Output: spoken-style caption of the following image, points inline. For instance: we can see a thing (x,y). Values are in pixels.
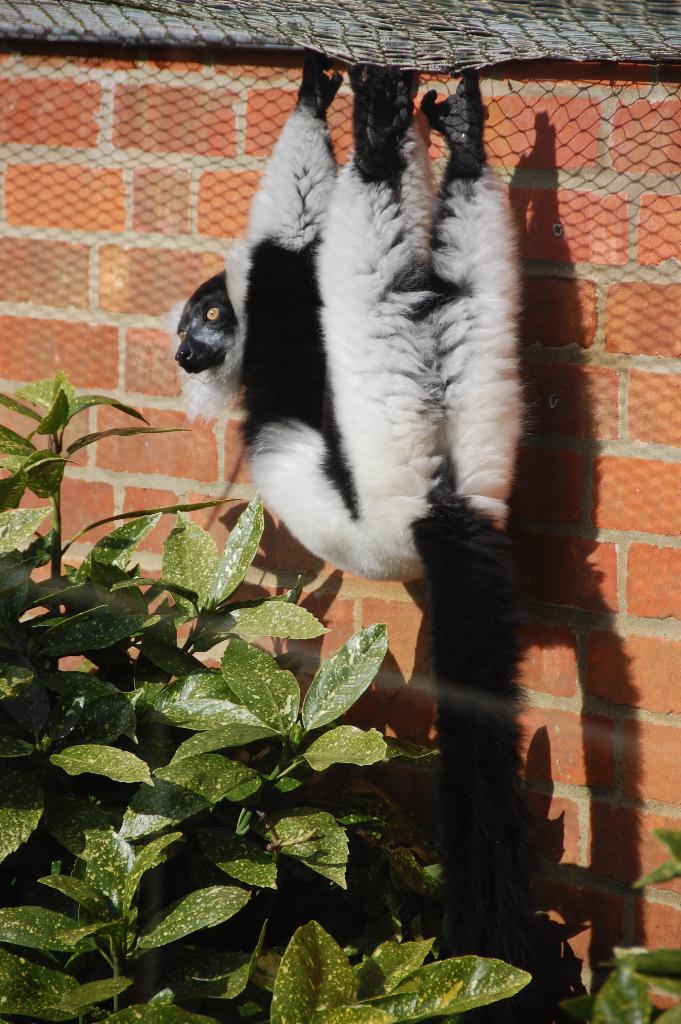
In the picture we can see a plant (151,867) near it, we can see a wall (543,201) with bricks (543,201) and net (414,59) to it and a monkey (411,110) hung to it.
